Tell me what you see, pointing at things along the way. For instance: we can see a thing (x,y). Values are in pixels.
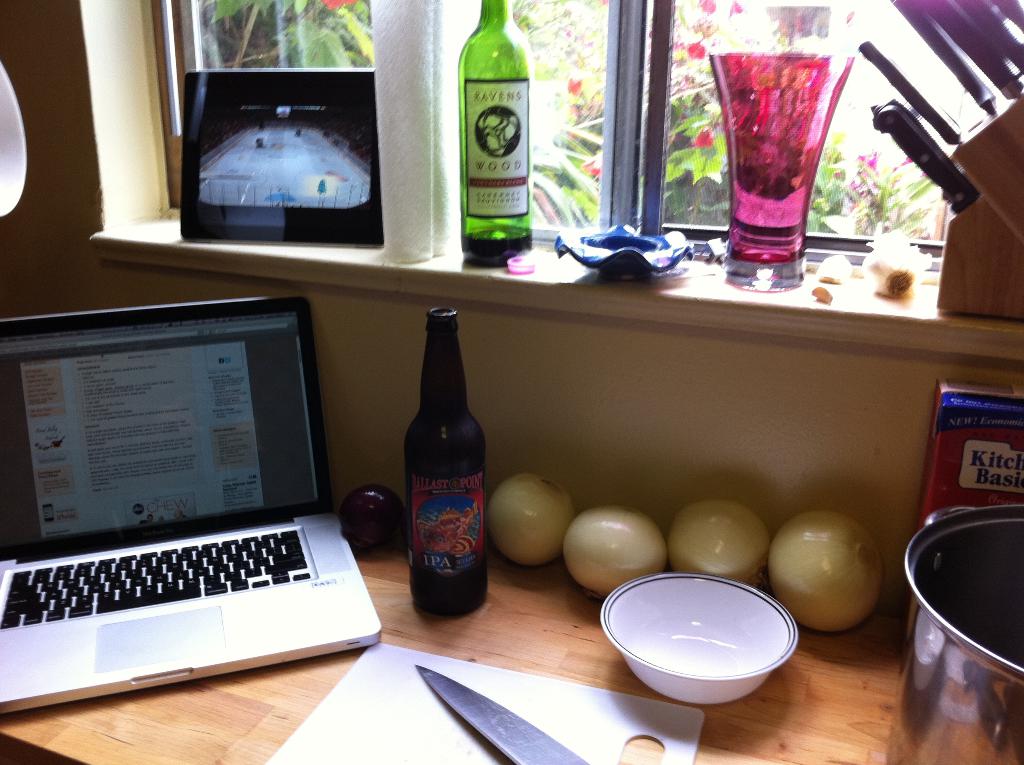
There is a table (808,696) in the middle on that table (781,668) there is a bowl (651,626), bottle (418,519), laptop (276,499), knife (463,691) and some other items (847,549). In background (603,141) there is a window (570,96), paper towel (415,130). In the middle (483,259) there is a glass (766,199), bottle (513,242) and some other items (841,261). I think this is a house (625,383).
